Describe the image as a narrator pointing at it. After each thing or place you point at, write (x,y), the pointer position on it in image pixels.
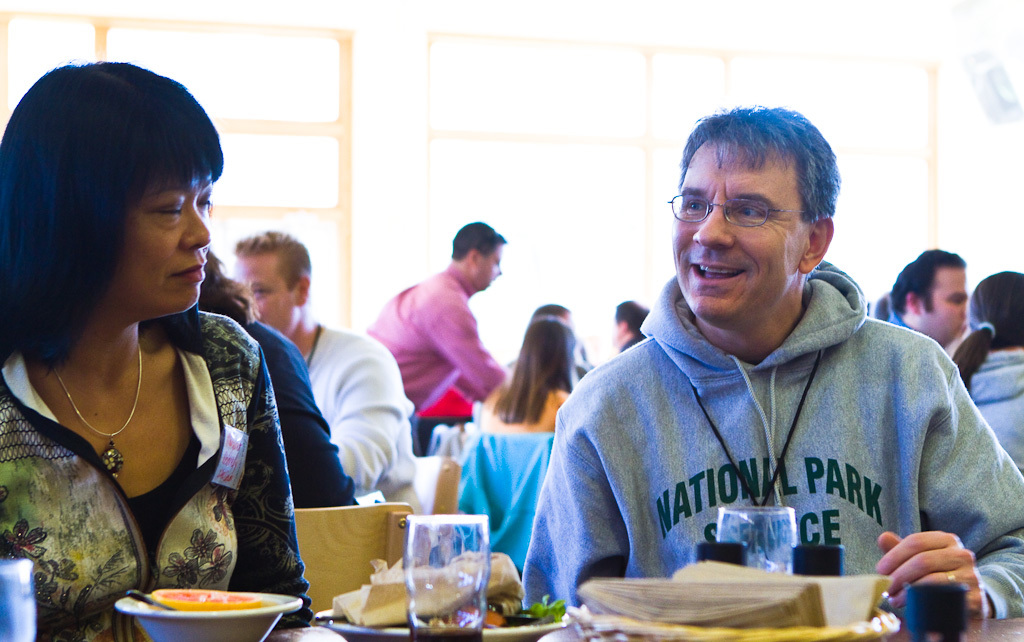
In this picture we can see few persons (785,360) sitting on the chairs (351,531) in front of a table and on the table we can see white colour bowl (239,625), tissue papers (749,601), glasses (413,576). Here we can see one man (463,343) standing in the background (470,375).
